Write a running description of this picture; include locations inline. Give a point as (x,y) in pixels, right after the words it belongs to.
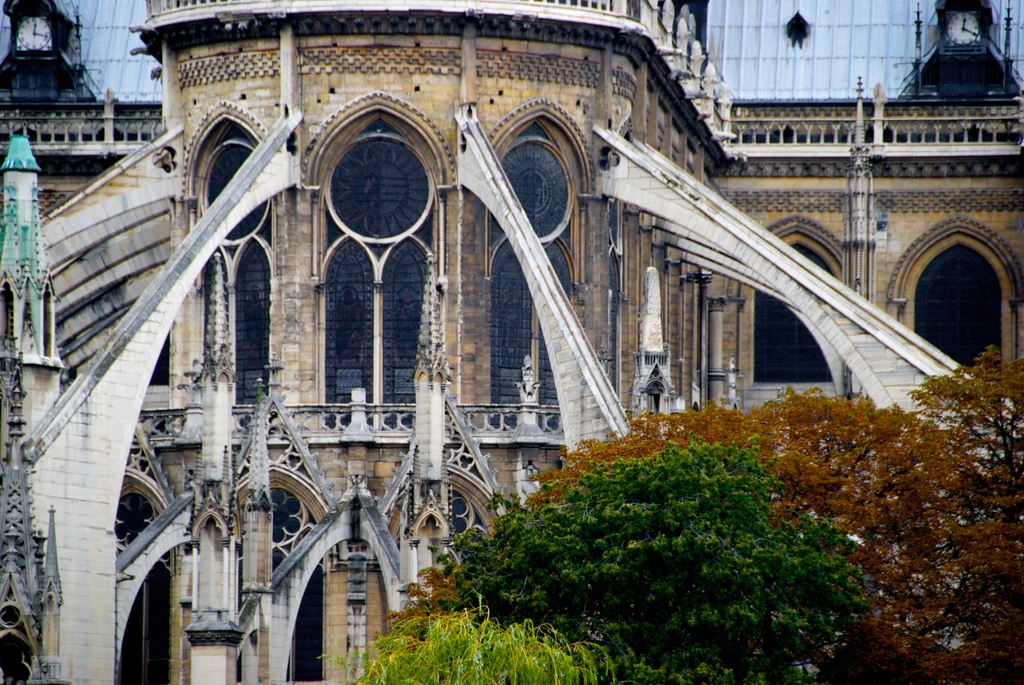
Here in this picture we can see an old building (179,346) present over there and we can see clocks (34,22) on either side of it and we can also see windows (374,122) on the building (468,330) over there and in the front (789,517) we can see plants (823,577) and trees (788,592) present all over there.
